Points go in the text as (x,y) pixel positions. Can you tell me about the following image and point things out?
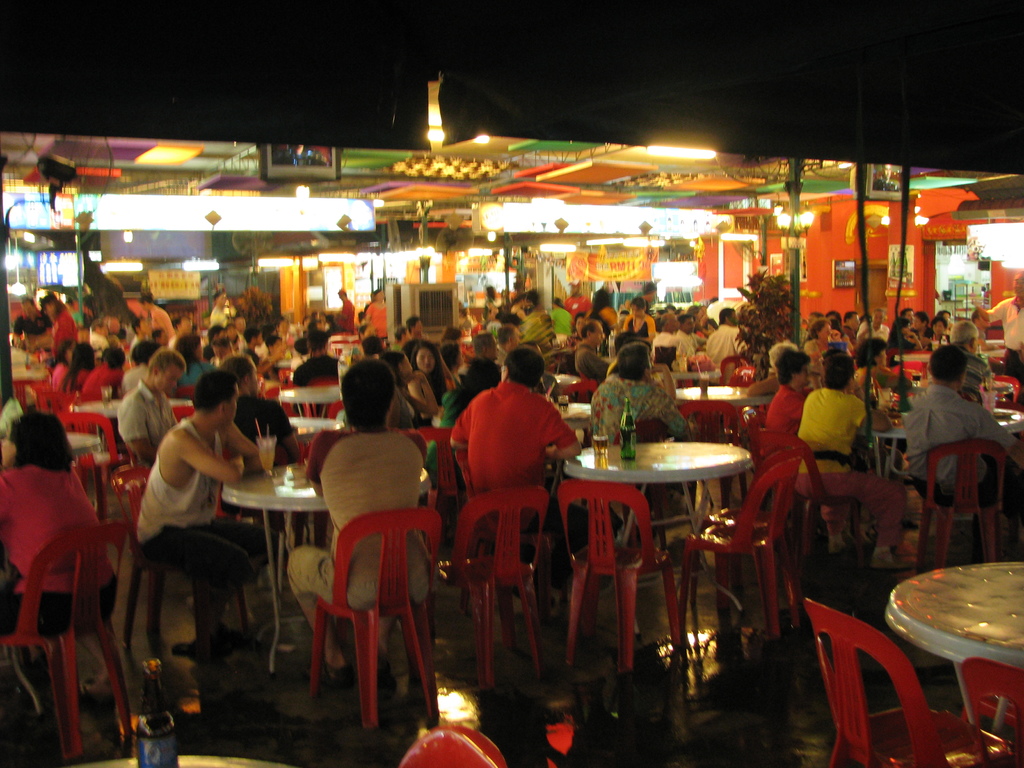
There are group of persons (525,397) sitting in red chairs (741,420) and there is a white table (751,404) in front of them.
